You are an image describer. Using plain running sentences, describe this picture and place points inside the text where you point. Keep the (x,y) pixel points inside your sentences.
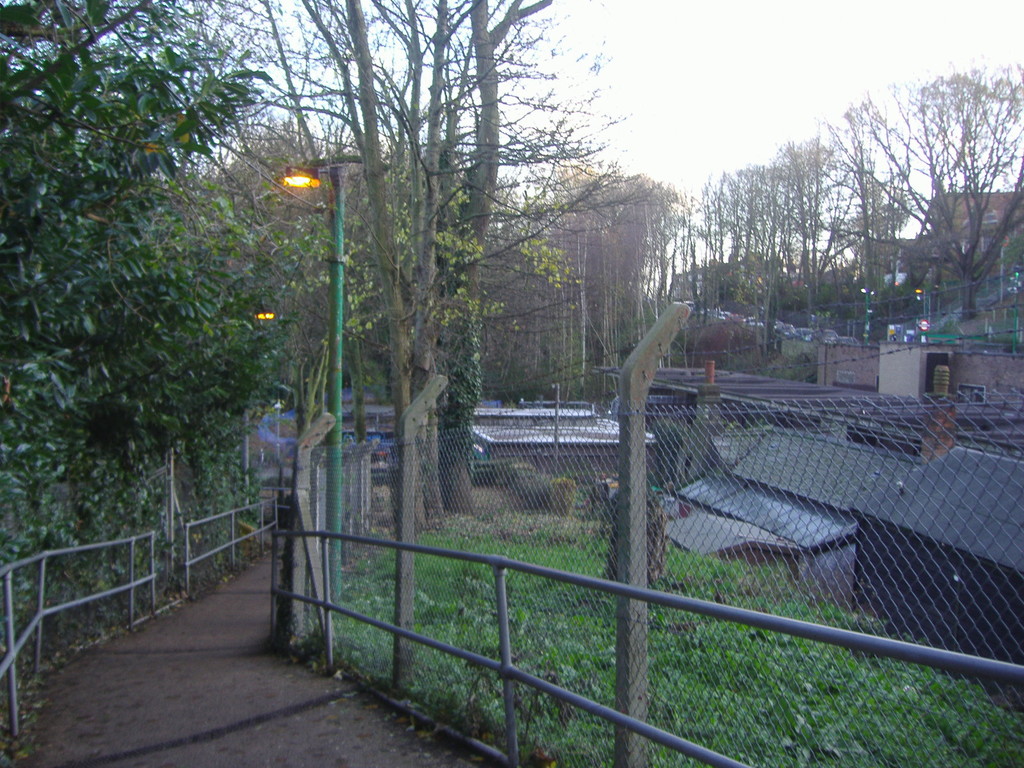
At the bottom of the image (166,736) there is a walkway (340,689) and we can see a fence (331,661). On the right (842,481) there are sheds (816,477). In the background (201,397) there are trees (422,357), poles (333,446), lights (310,179) and sky (660,137).
